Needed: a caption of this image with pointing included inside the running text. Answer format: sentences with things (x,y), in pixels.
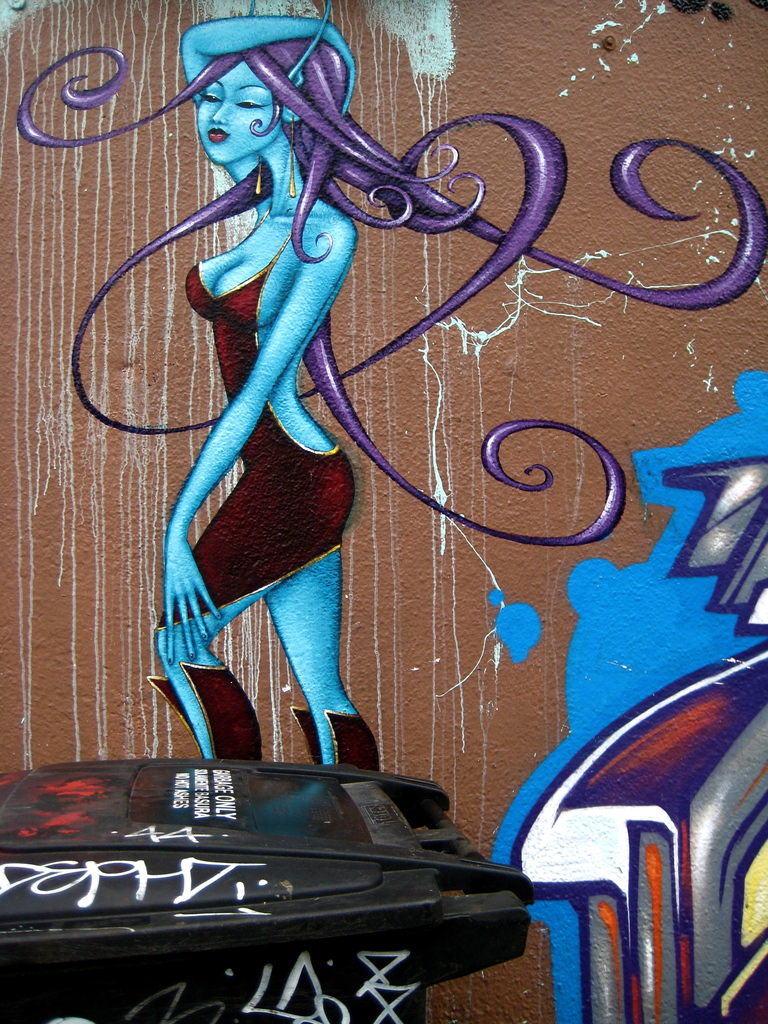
In this image I can see a black colored bin (245,881) and a brown colored wall (547,350) and on the wall (534,367) I can see the painting (526,251) of the woman (308,244) who is wearing a maroon colored dress (267,507) and I can see her body (319,247) is blue in color and her hair (291,97) is violet in color. To the right bottom of the image (723,747) I can see another painting (694,732).
